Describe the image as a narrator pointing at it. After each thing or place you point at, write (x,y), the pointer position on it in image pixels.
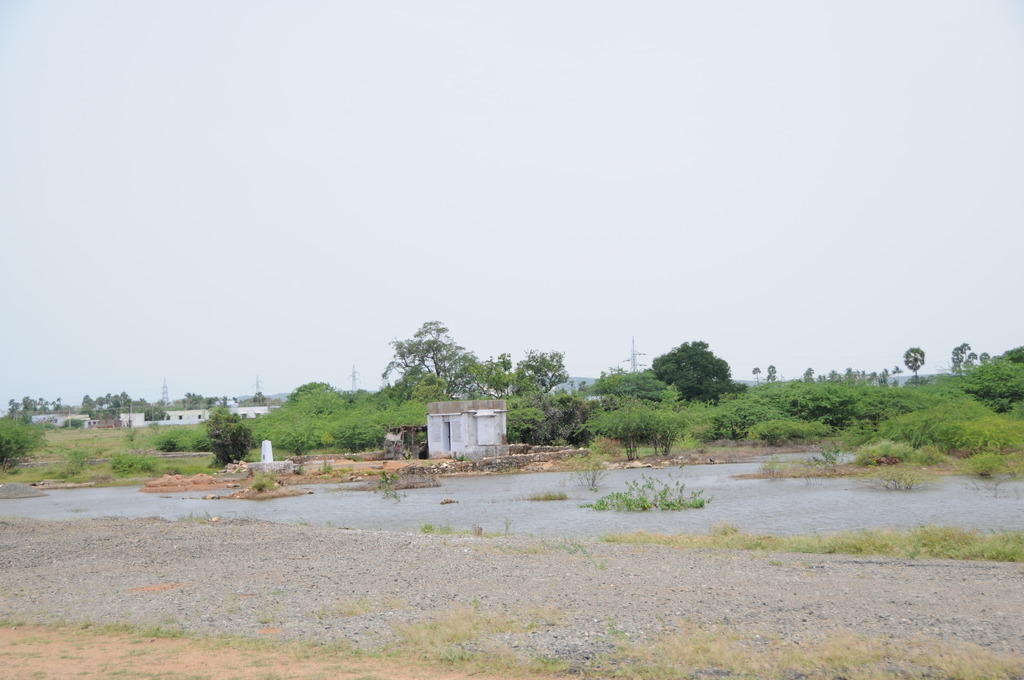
In this image, we can see trees (542,406), poles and there are houses (479,457). At the top (442,167), there is sky (345,256) and at the bottom (351,570), there is water (787,494) and ground (273,624).
